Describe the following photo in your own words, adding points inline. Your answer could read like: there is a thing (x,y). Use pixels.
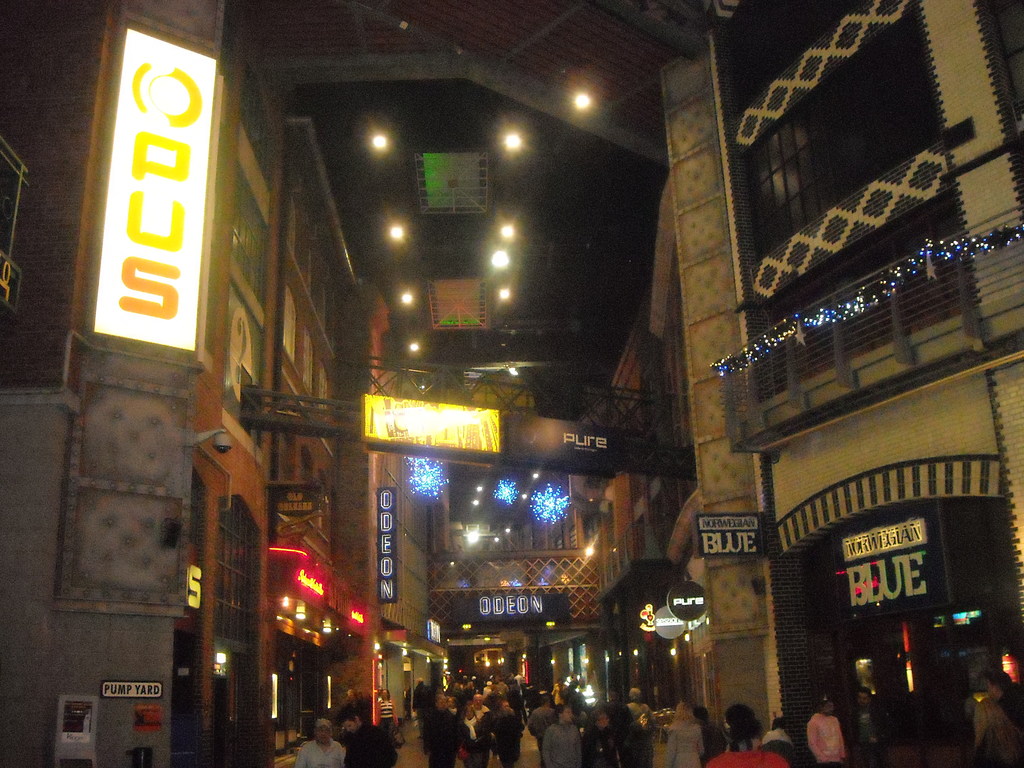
In this image we can see buildings (854,111), connecting bridges (527,574), street lights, information boards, name boards (715,531), people (459,698) walking on the road (408,724) and grills (370,372).
